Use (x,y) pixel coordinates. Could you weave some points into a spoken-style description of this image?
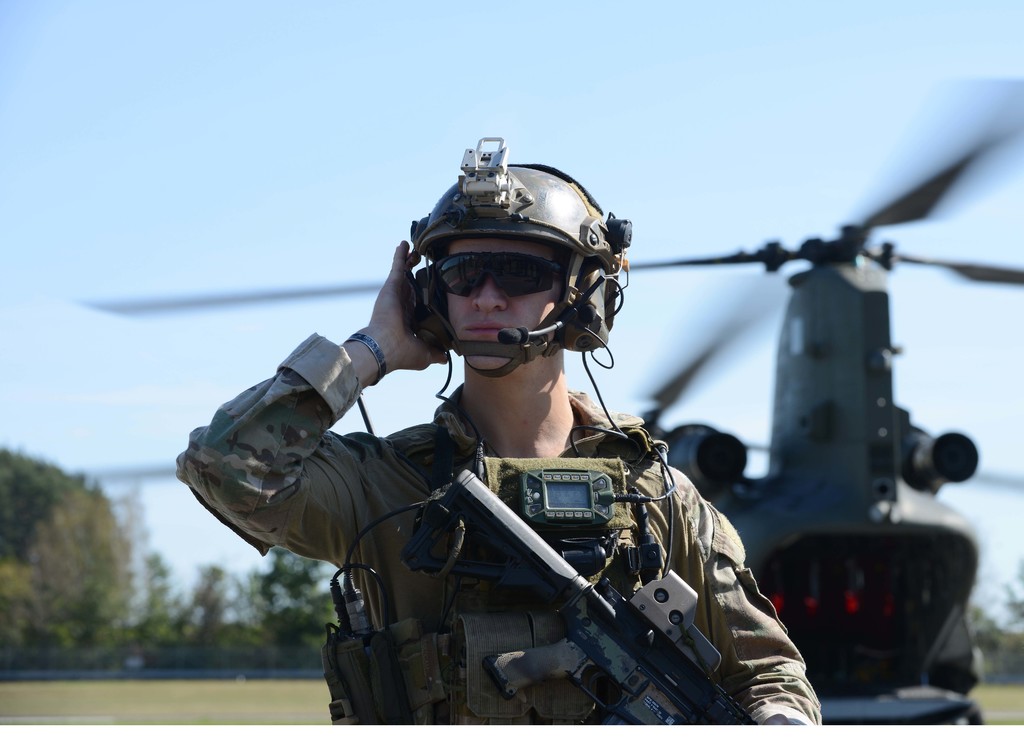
In this image in front (704,640) there is a person (531,643) holding the gun (532,655). Behind him there is a helicopter (874,515). In the background of the image (182,667) there is a metal fence (187,659). There are trees (160,581) and sky (145,244). At the bottom of the image (188,700) there is grass (142,702) on the surface (130,703).
